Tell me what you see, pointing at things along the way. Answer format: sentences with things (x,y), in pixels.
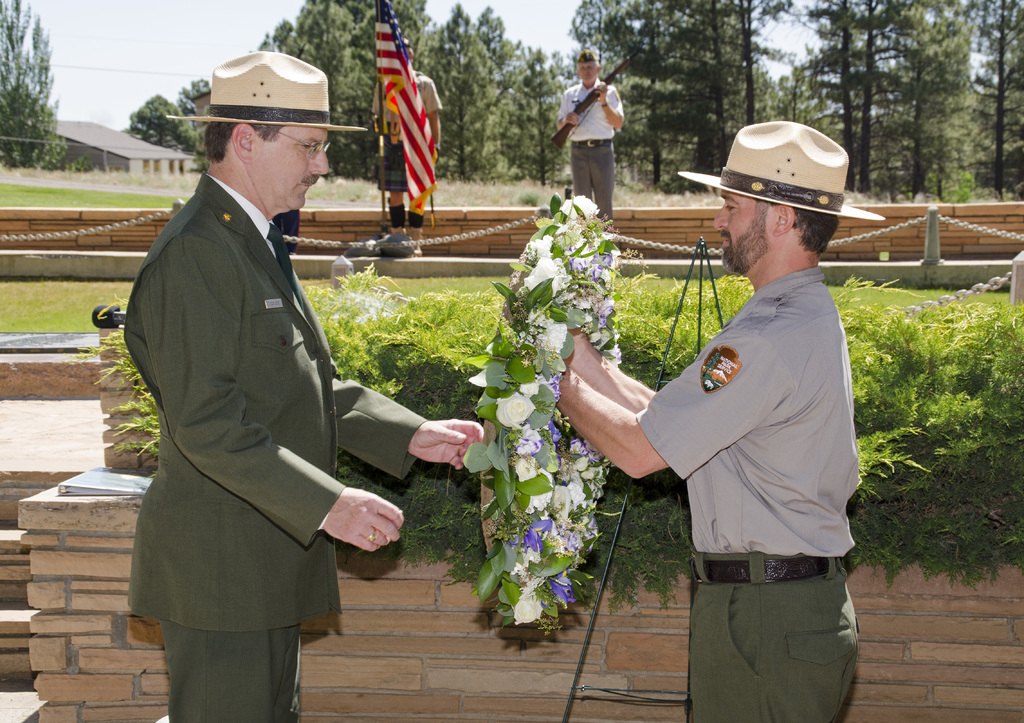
In the foreground (171,242) I can see two persons (220,650) are standing and one person (614,451) is holding a garland (564,463) in hand (576,333). In the background (384,341) I can see plants (368,340), fence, grass (463,287) and two persons (583,157) are standing. On the top (490,165) I can see trees (510,55) and the sky (534,38). This image is taken during a day.
